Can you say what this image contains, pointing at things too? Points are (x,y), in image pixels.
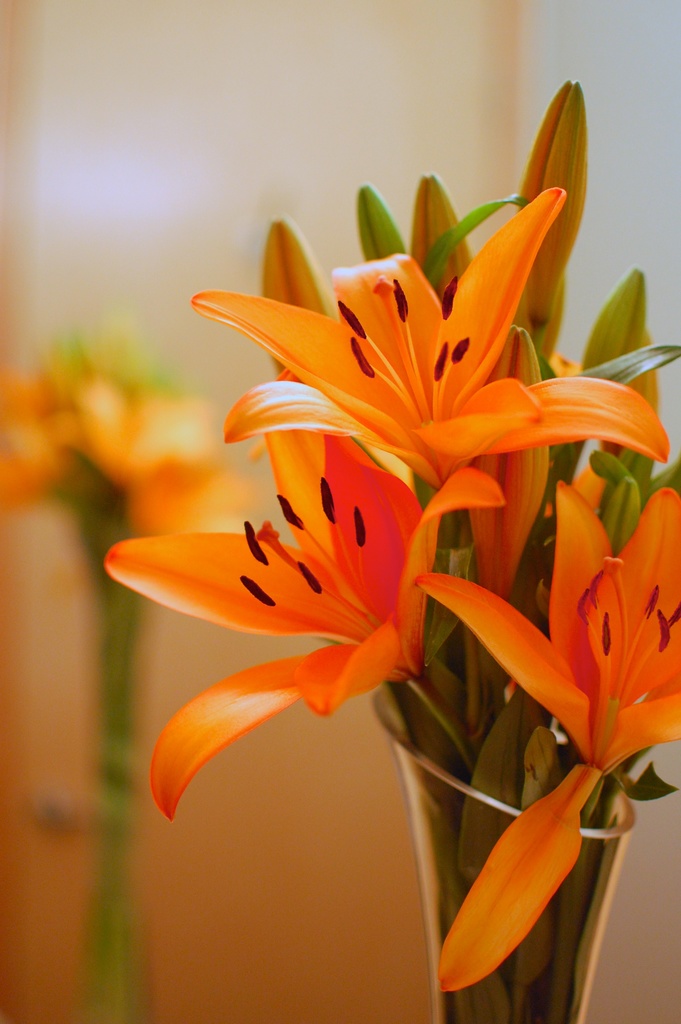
In this image we can see some flowers (633,419) in the flower vase (521,1020) and in the background (229,874) the image is blurred.
